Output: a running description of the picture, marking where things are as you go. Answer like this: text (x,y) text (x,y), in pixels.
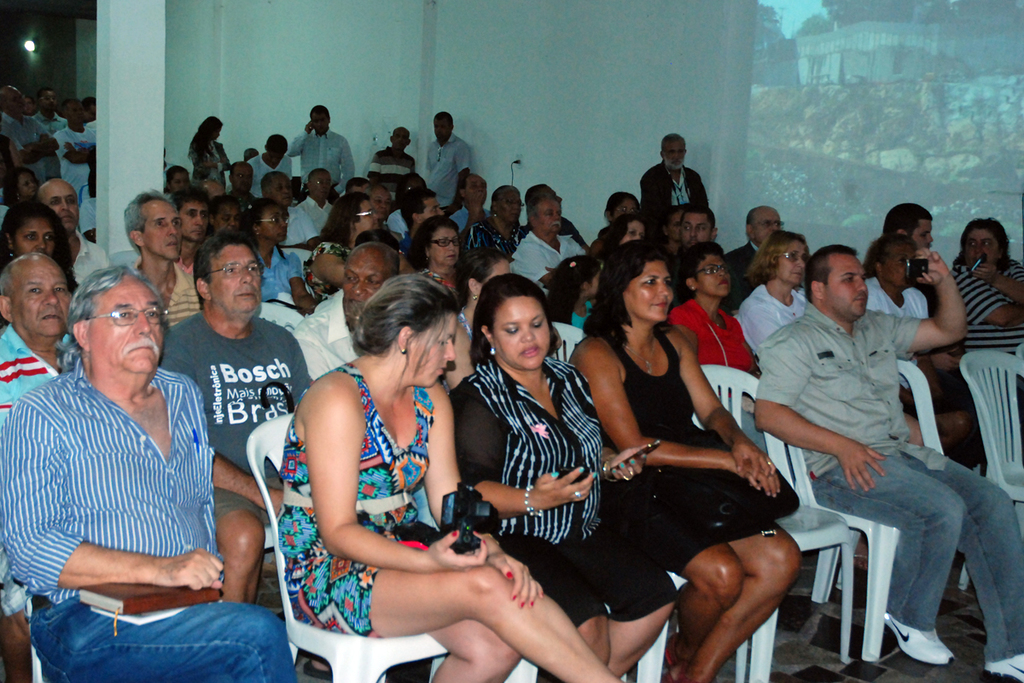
In this image, we can see a group of people (424,423). Few people (411,415) are sitting on the chairs (1021,444). Few people (502,599) are holding some objects (157,610). Background (625,88) we can see walls (608,93), screen (953,116), pillars (140,112), light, wires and few people (326,135) are standing. Here we can see sockets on the wall (529,137).
